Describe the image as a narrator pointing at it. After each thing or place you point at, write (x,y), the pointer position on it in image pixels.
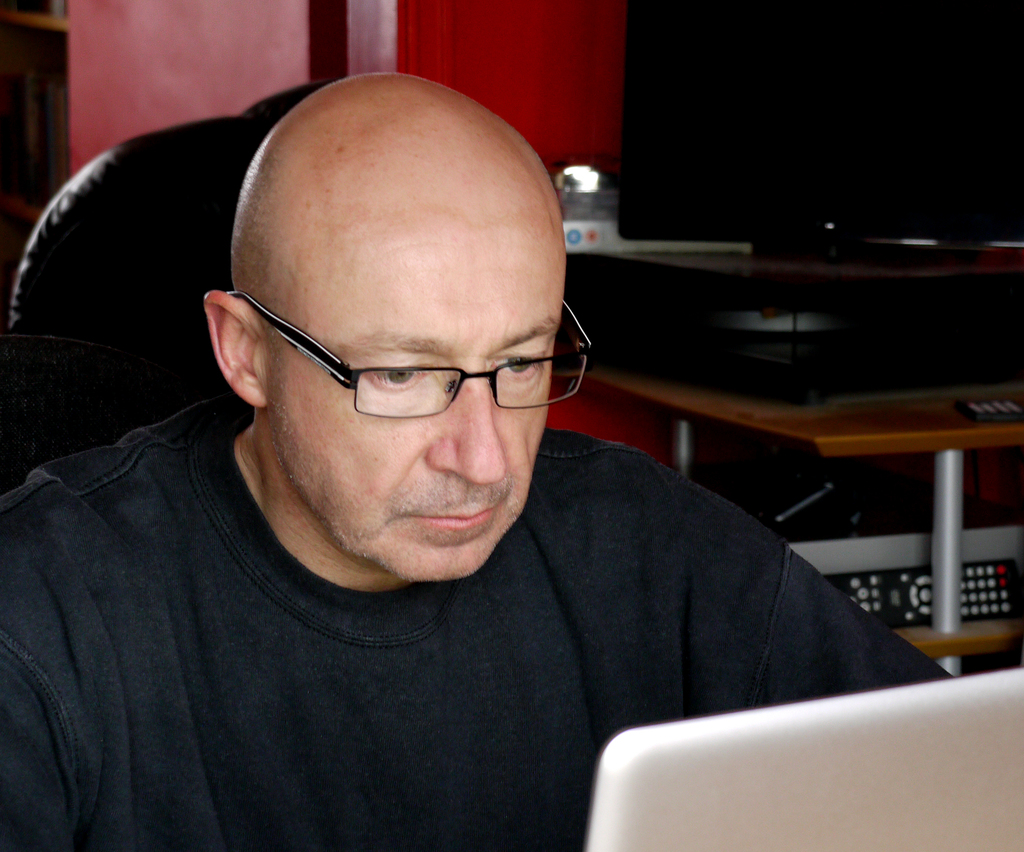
In this image I can see a person (510,608) wearing black dress (522,692). Back I can see a television (940,107), remote (973,600) and few object (857,561) on the rack (947,399). In front (811,768) I can see a laptop (820,777).
